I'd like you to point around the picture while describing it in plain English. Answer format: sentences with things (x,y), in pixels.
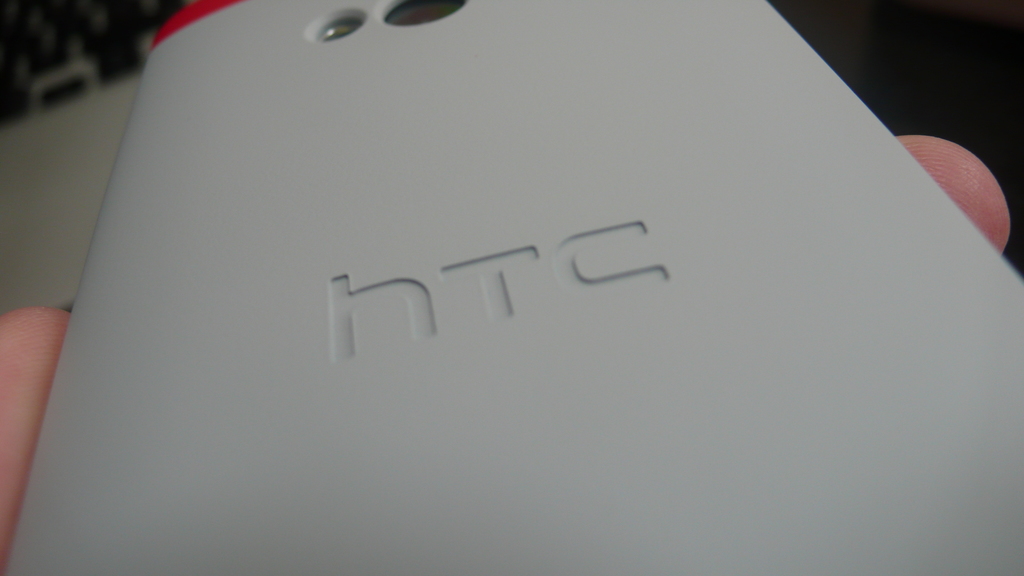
In this image we can see some person (43,364) holding the htc mobile phone (534,234).
